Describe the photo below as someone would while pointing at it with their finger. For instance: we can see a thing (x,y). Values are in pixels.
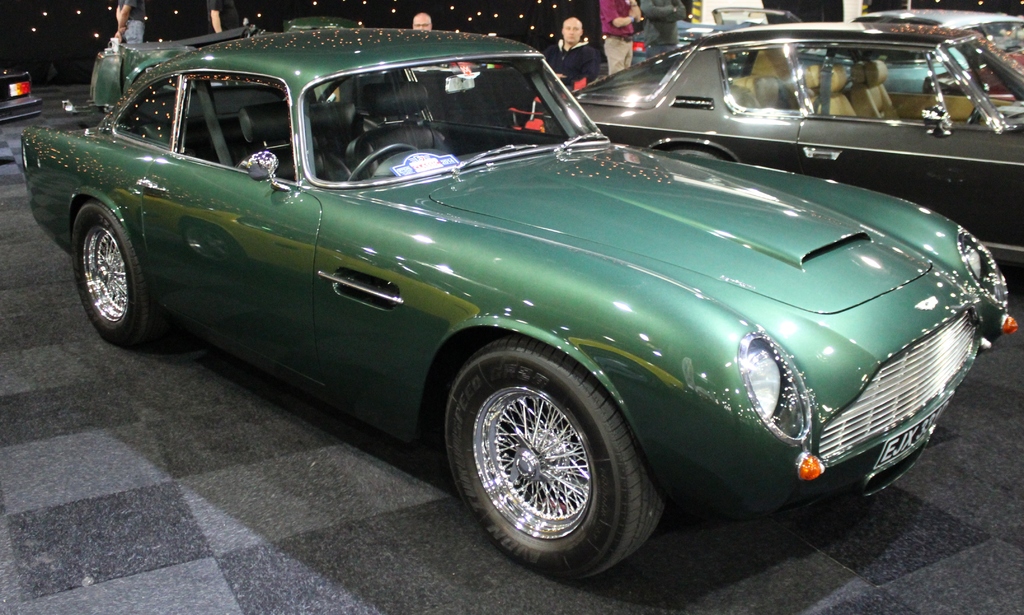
In this image we can see group of vehicles (211,65) parked on the ground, some persons (563,42) are sitting on a chair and group of persons (649,41) are standing on the floor (186,333). In the background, we can see some lights (550,35).
